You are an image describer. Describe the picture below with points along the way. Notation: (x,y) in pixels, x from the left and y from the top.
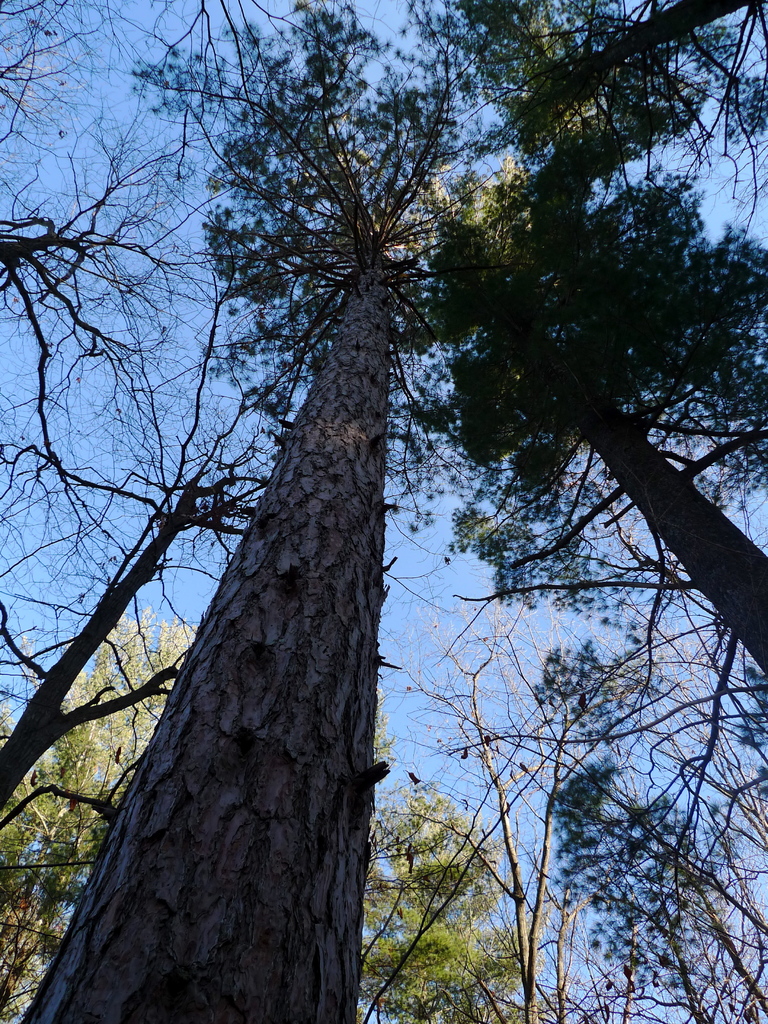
In this image there are trees (423,338). Background (112,454) there is sky (402,623).
